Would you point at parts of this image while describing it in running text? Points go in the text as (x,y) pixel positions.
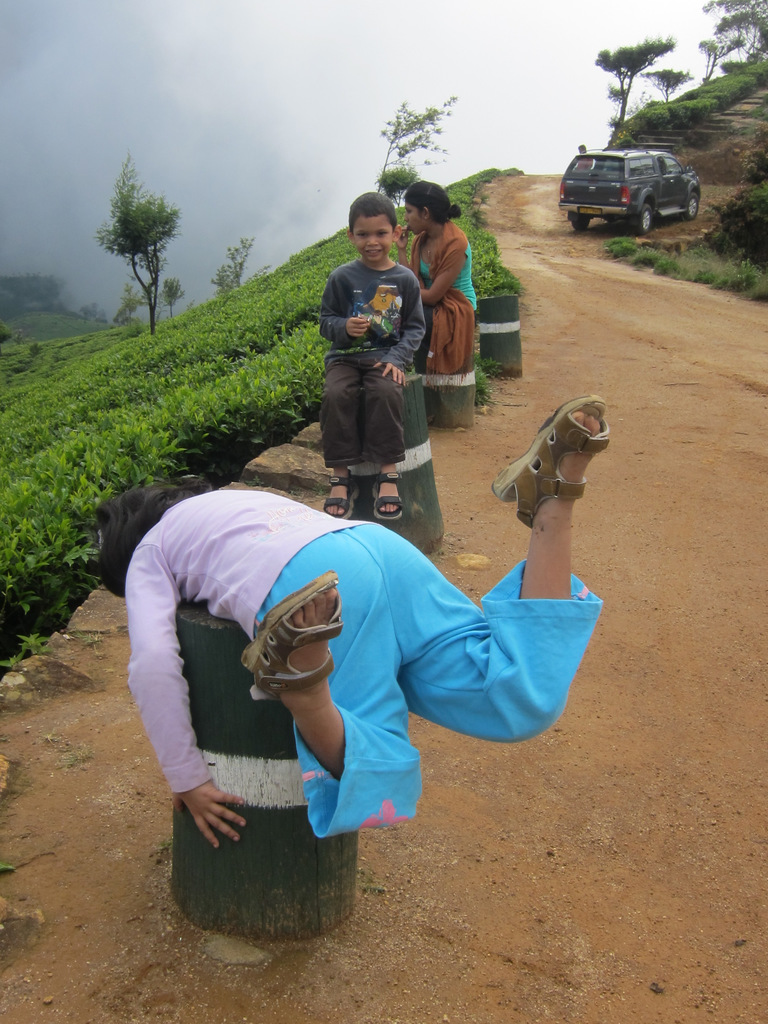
There is a child (247,531) laying on a pole (313,902) which is on the road (593,774). In the background (452,326), there are other two children (464,296) sitting on the poles (465,382), there is a vehicle (651,176) parked on the road (590,266), there are plants (724,85), trees (716,33) and clouds (321,56) in the sky (143,98).
